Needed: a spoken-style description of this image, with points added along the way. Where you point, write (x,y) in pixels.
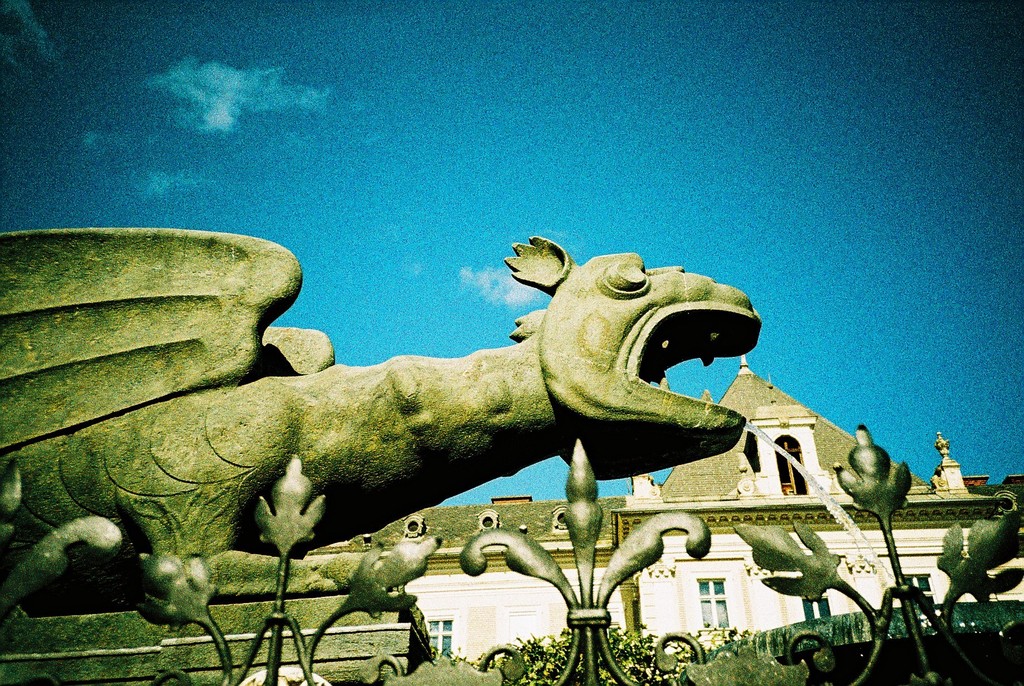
This is an outside view. At the bottom (296,468) I can see few metal objects (202,620). On the left side (88,372) there is a statue of an animal (398,434). In the background (726,495) there is a building (757,448). At the top of the image (597,95) I can see the sky (455,130).
